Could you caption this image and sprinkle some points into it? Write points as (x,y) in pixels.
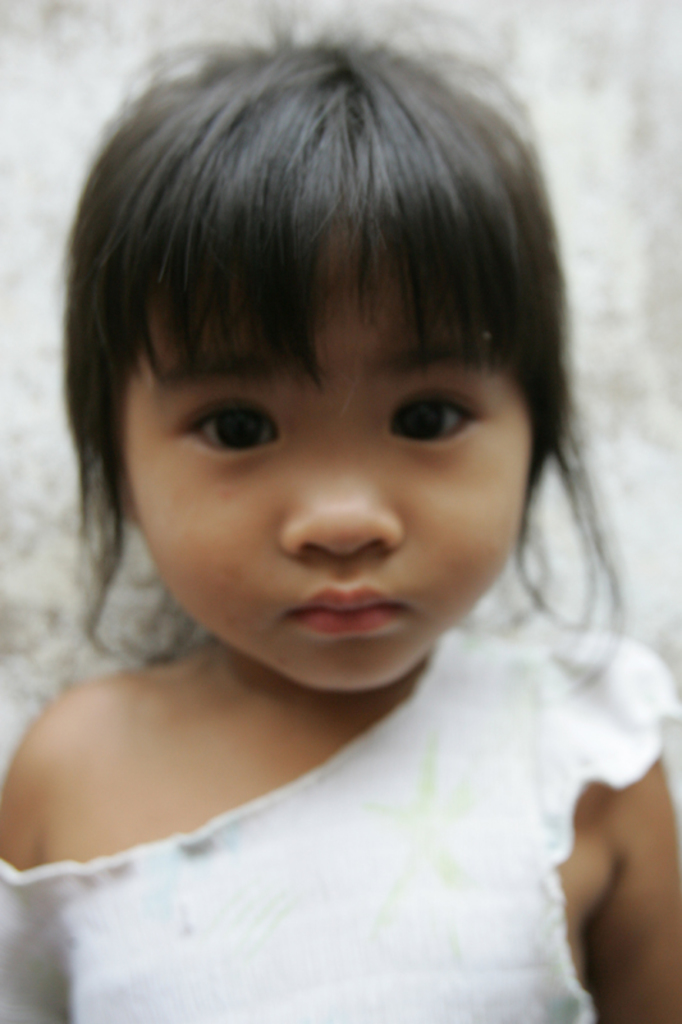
In this picture we can see a girl (514,752) and in the background (657,272) we can see white color.
